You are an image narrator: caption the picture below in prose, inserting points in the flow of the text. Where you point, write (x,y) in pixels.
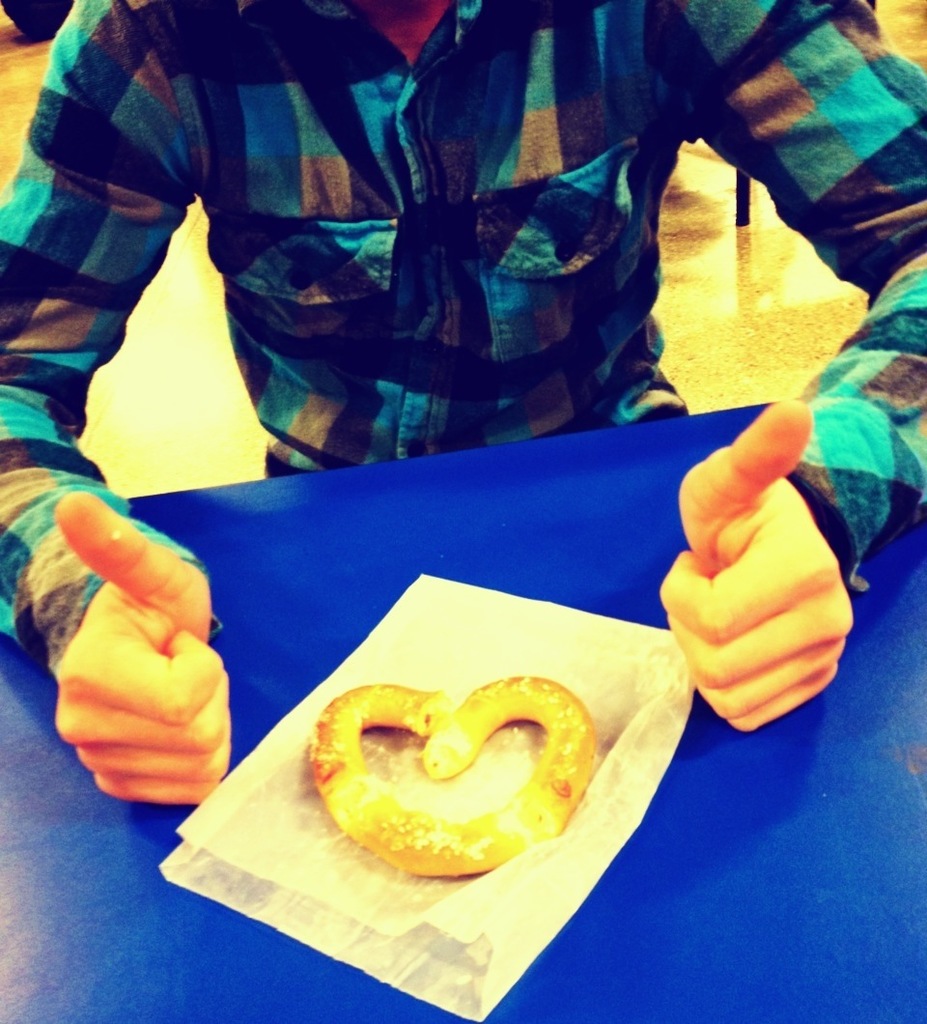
In the center of the image (389,610) we can see a table (904,679). On the table (650,501) we can see food item (572,761) and paper (616,774). At the top of the image (512,222) we can see floor (698,291) and a person (370,207).
